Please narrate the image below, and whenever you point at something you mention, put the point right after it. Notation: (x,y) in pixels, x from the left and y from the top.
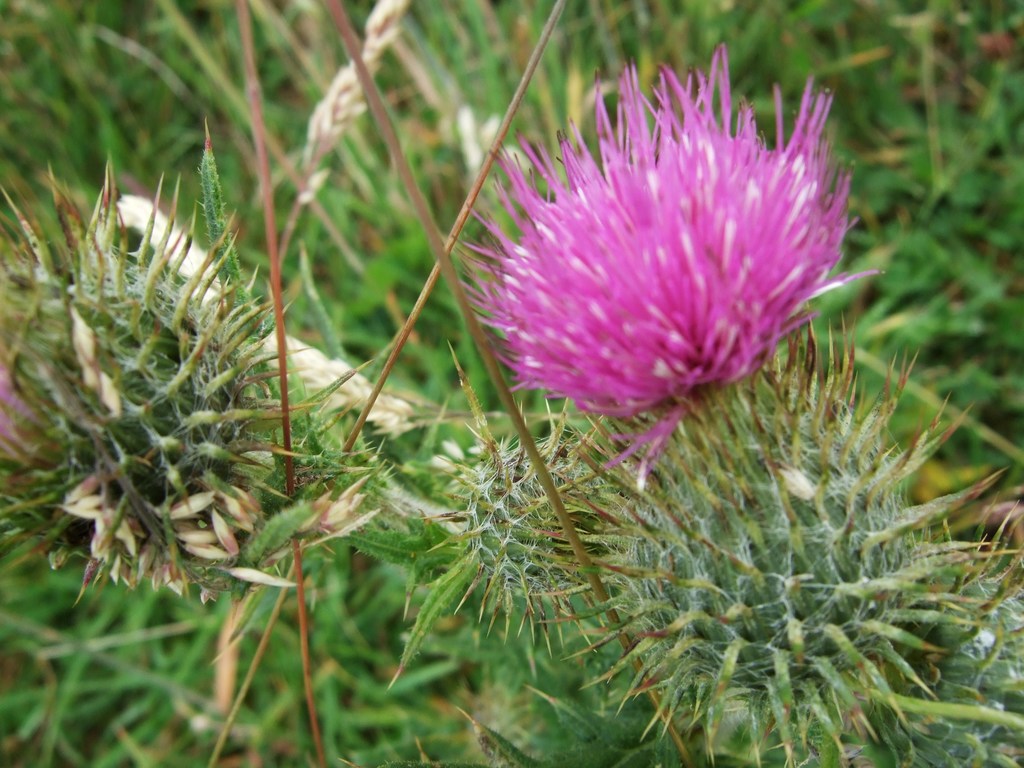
In this image I can see a pink color flower (634,258). I can see a green color grass (947,68) around.
